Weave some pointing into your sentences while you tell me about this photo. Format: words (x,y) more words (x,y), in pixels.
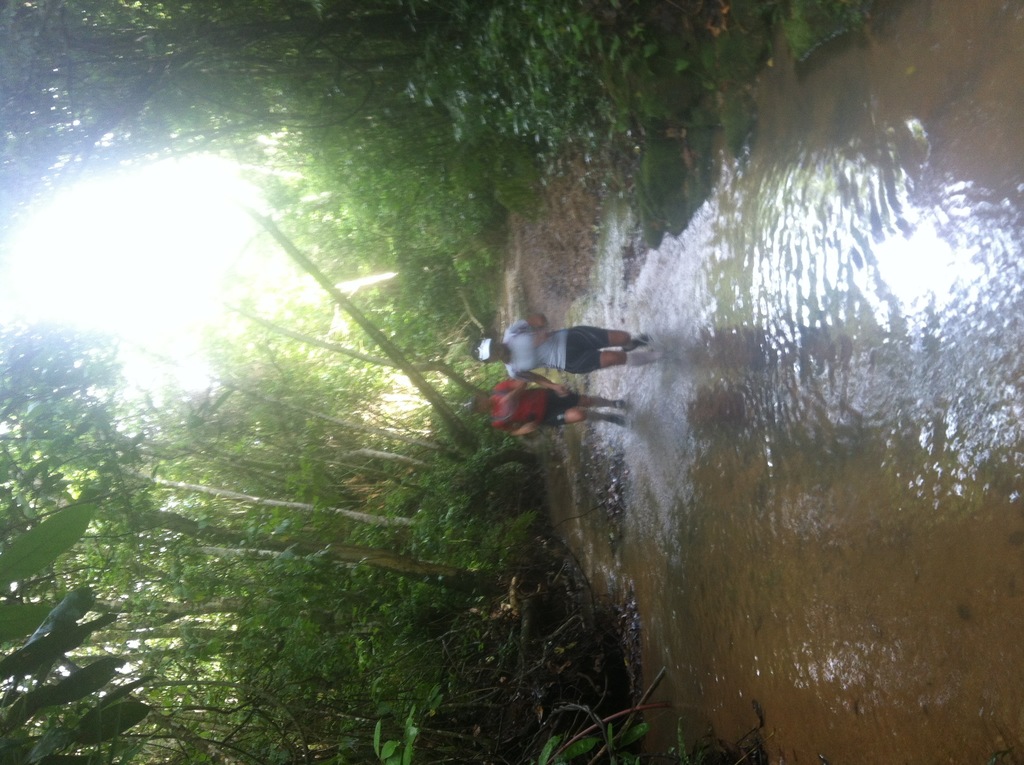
In this picture I can see two people (560,417). I can see water (780,497). I can see trees (299,325).
